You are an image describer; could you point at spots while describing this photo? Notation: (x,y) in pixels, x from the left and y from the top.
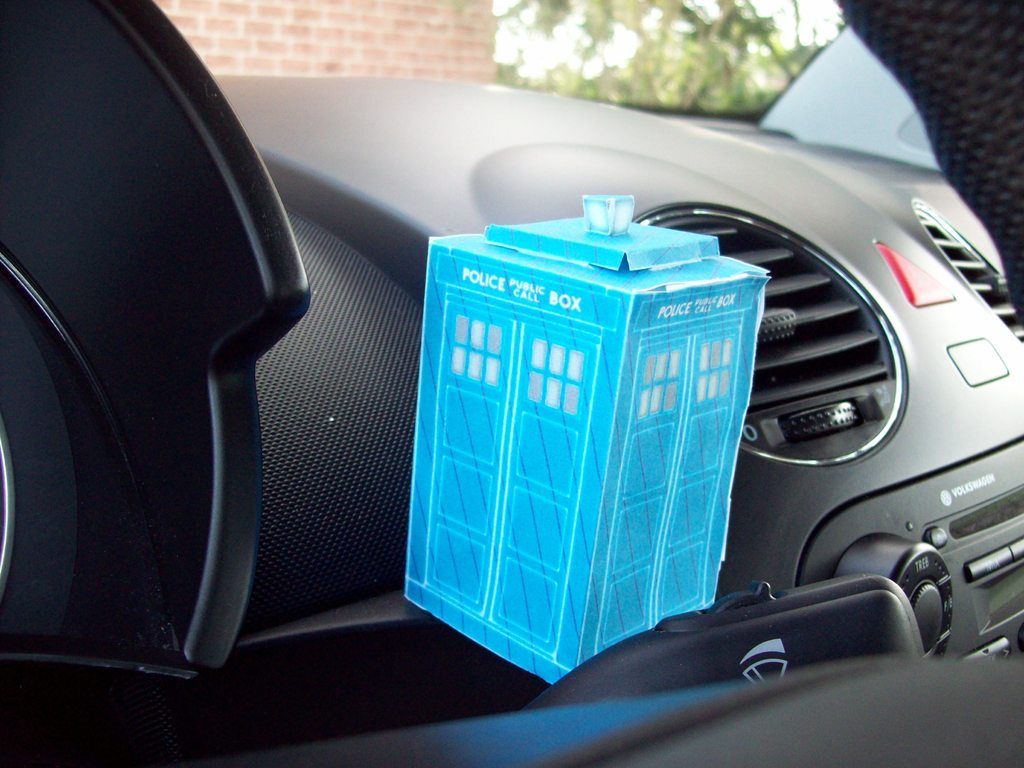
This is an inside view of a car (387,202) we can see there is a blue color box (609,406) in the middle of this image (584,452).
